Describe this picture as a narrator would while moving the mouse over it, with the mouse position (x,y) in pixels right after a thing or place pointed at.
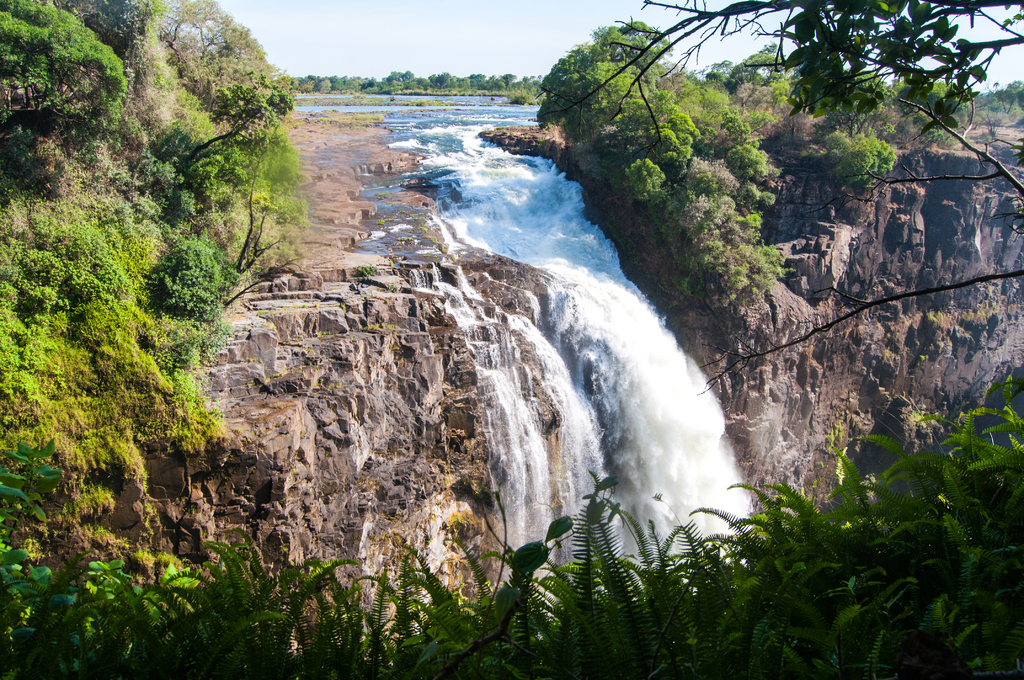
In this picture there is water fall (638,316) in the center of the image (597,343) and there is greenery (61,343) around the area of the image.
